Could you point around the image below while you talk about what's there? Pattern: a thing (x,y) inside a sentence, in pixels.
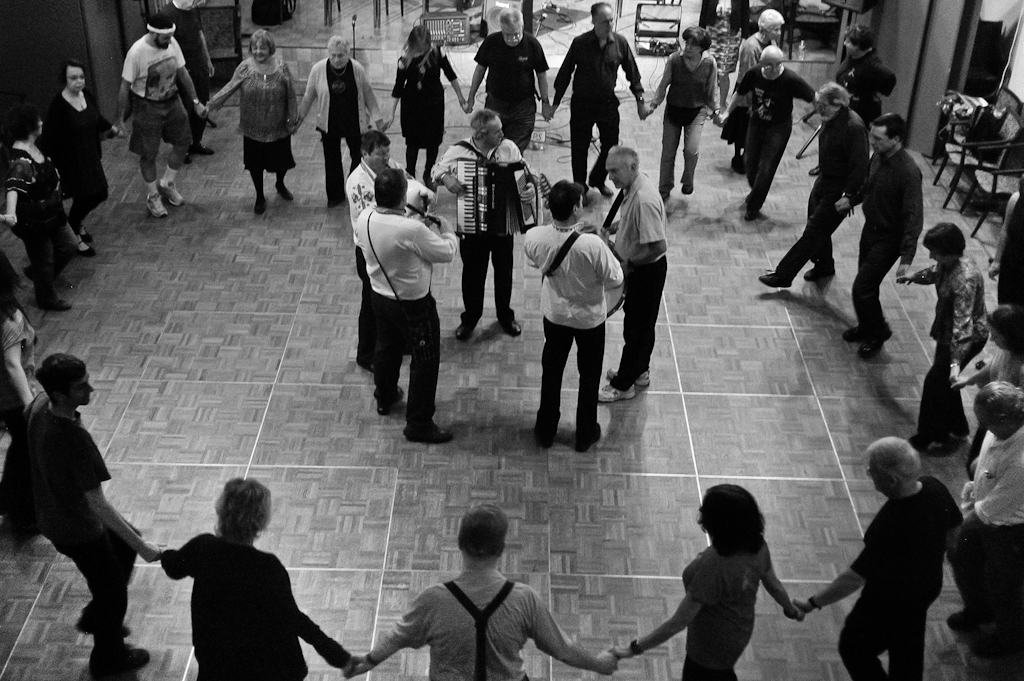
This is a black and white pic. In the middle (444,251) there are few person (444,251) standing on the floor (336,229) and playing musical instruments (493,195) and around them few persons (50,123) formed a circle by holding their hands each other. In the background (427,7) there are few persons (689,39) standing, chairs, bags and other objects (488,1) over here.
